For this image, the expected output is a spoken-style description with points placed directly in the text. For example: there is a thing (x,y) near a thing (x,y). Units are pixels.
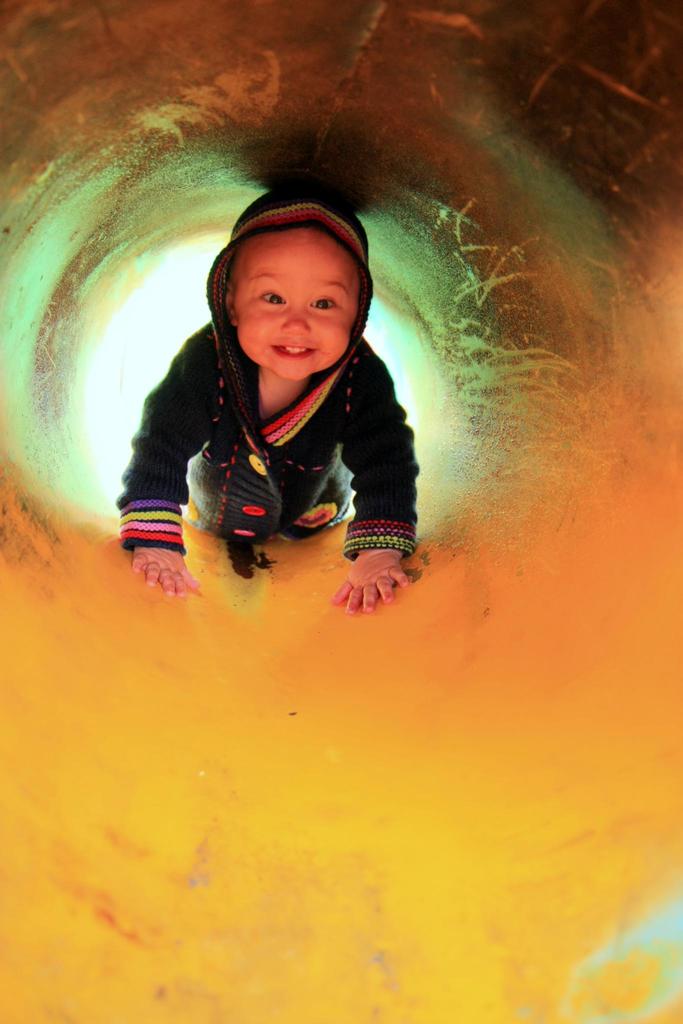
In this picture we can see a child (228,280) on a yellow surface (52,549).
